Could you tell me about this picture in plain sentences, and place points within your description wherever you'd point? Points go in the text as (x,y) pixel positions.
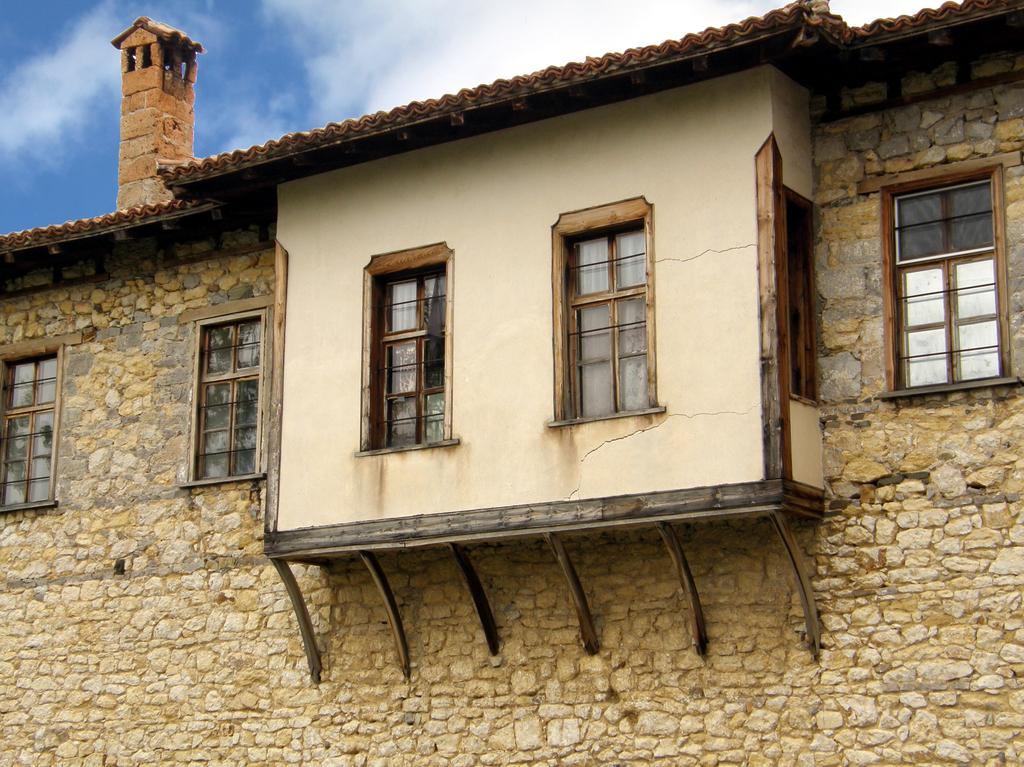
In this image there is a wall (172,562) of a building (352,638). There are glass windows (386,384) to the wall (180,651) of the building (864,318). At the top (339,68) there is the sky (48,76).
